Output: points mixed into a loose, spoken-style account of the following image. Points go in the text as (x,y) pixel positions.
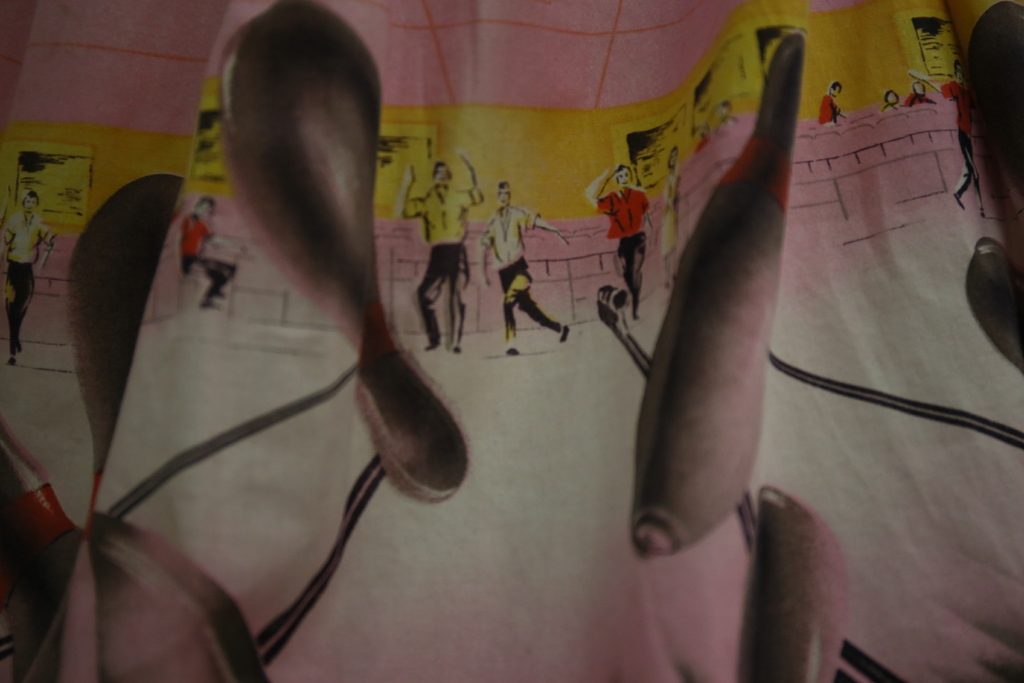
In this image there is a cloth (639,441). On the cloth (553,469) there is a print (228,218) of pictures (354,230) on the cloth (831,173). There are pictures (404,190) of toy bowling (363,280), persons (436,259), chairs (417,259) and charts (641,132) on the wall (591,152).
